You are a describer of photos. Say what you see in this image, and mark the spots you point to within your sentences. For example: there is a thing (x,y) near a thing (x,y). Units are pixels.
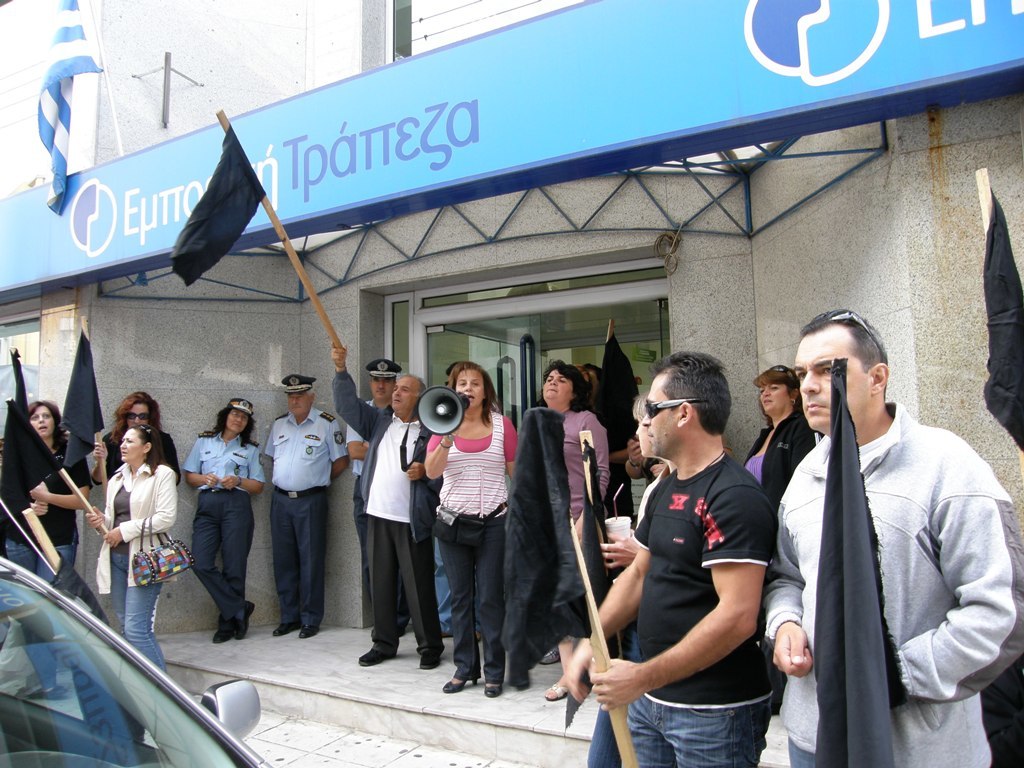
In the image we can see there are people (44,409) standing near the building (526,300) and the woman (466,424) is holding loudspeaker (432,416) in her hand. There are people (921,552) holding flags (26,447) in their hand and there is a hoarding (421,78) kept on the building (115,38). There is a car (186,721) parked on the road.
